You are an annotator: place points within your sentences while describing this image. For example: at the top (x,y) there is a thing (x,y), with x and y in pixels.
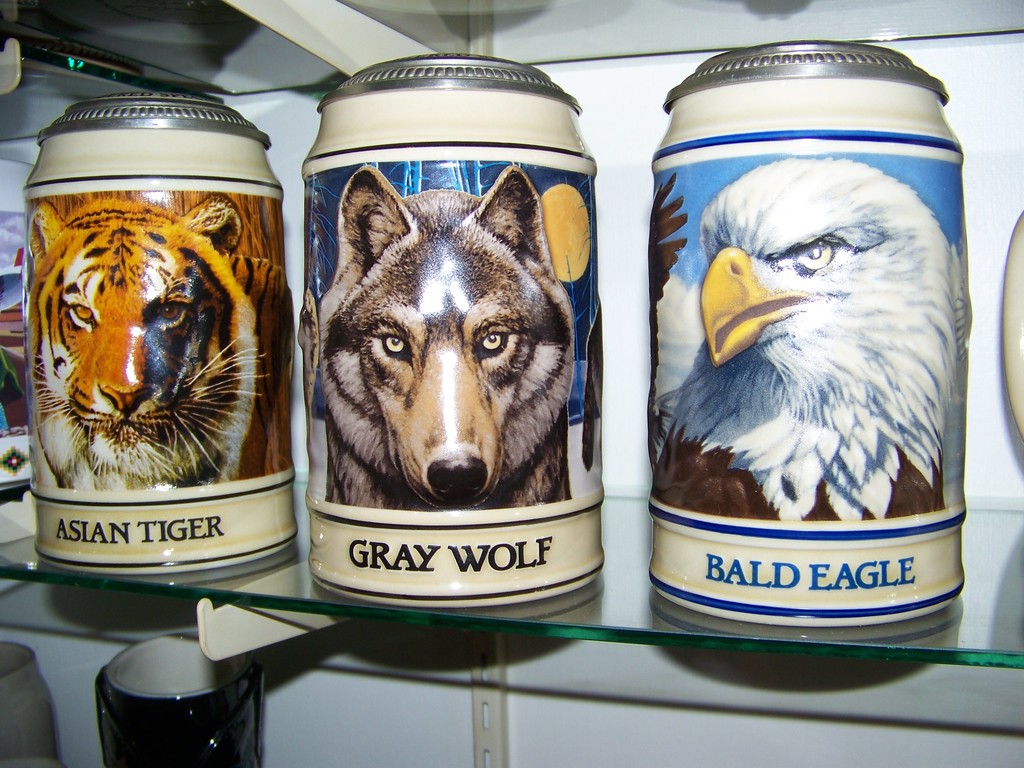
In this image I can see few jars (747,354) on the glass shelf (979,617). I can see few animals pictures (763,322) on the jars (901,319).
